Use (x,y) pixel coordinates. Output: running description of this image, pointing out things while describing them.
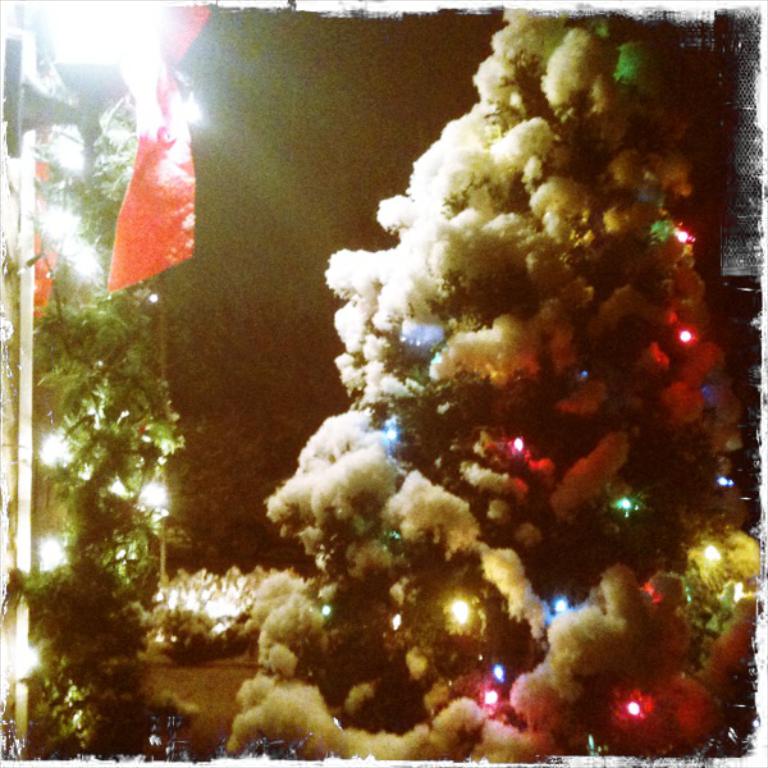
In this image we can see the xmas tree (440,548) with some lights (450,605) and snow (425,510).
